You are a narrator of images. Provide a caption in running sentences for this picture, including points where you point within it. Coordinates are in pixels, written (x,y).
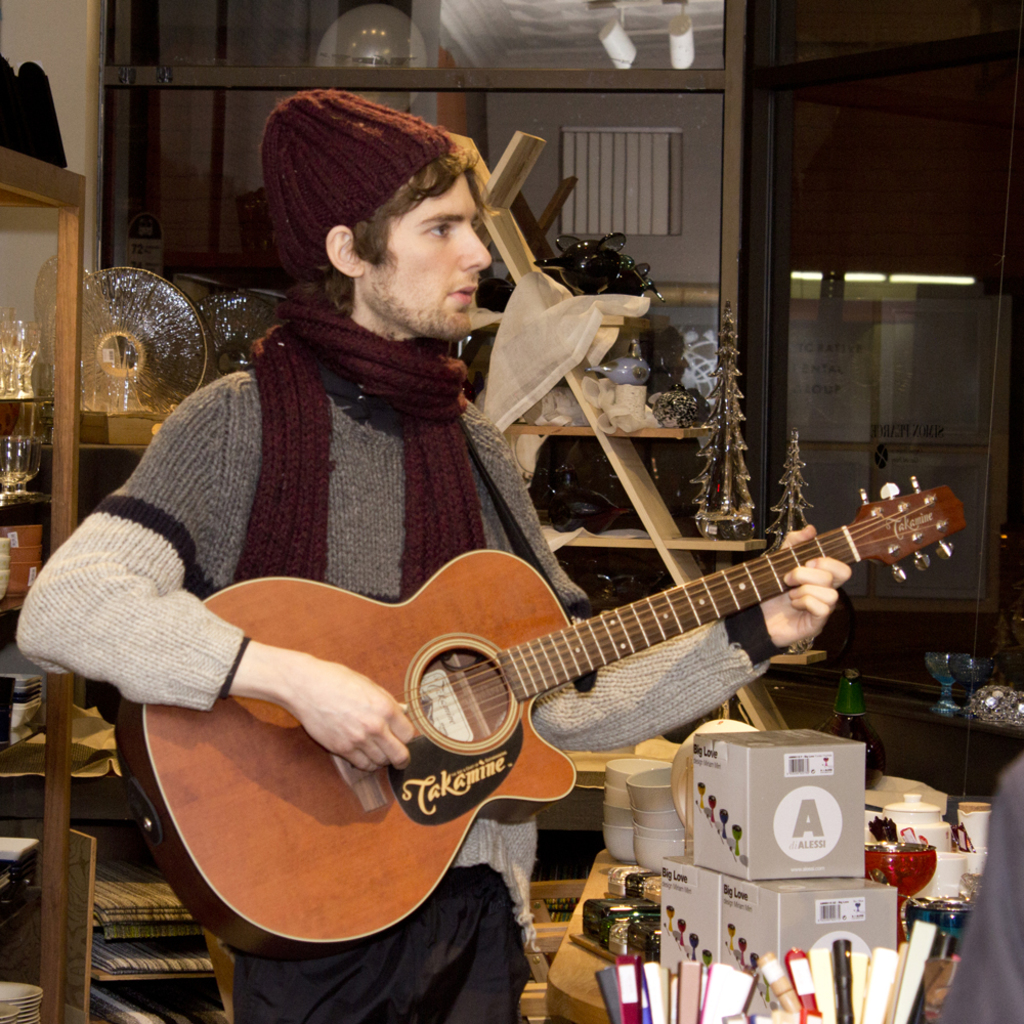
This person (315,426) wore a scarf (320,410) and cap (361,212) and holds a guitar (471,671). Beside this person (447,986) there is a table (582,968), on a table (568,972) there are bowls (644,837), jar (961,818), boxes (750,783) and cup (972,858). This are pens (837,986). Far there are glasses (959,664). This is a rack (54,859), in a rack (54,859) there are things (92,342).
